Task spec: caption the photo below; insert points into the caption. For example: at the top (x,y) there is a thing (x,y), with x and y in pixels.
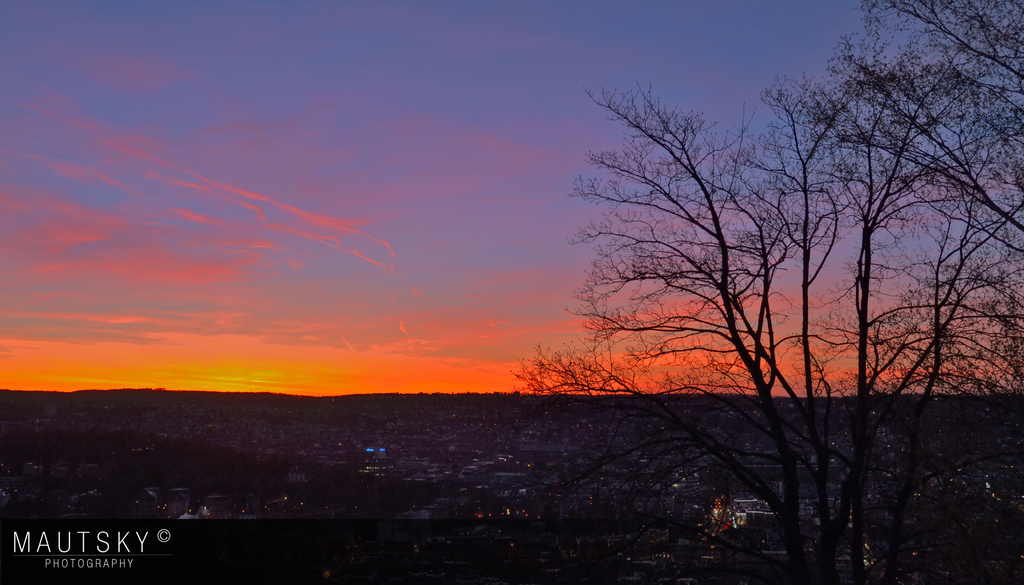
This picture is clicked outside the city. In the right bottom of the picture (916,523), we see trees (823,517) and there are many buildings (607,482) in the background (304,447). At the top of the picture (295,137) we see the sky (424,89).
